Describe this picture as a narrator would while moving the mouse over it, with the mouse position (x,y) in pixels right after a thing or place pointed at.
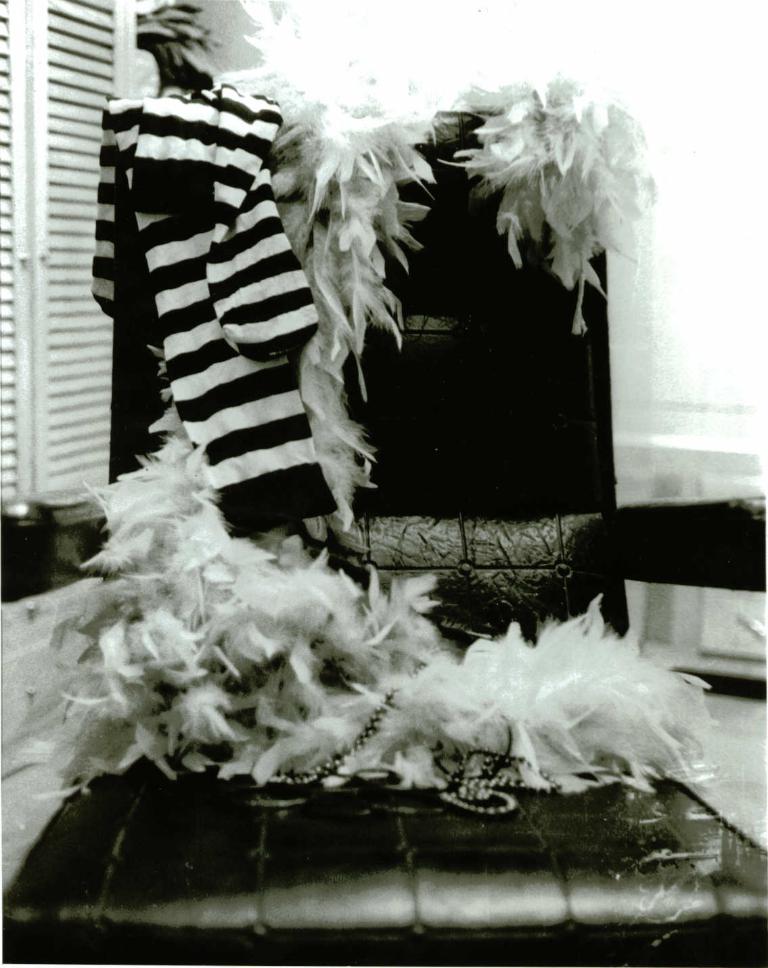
This is a black and white image, in this image there is a chair (648,868), in that chair (387,369) there are clothes (327,599).
